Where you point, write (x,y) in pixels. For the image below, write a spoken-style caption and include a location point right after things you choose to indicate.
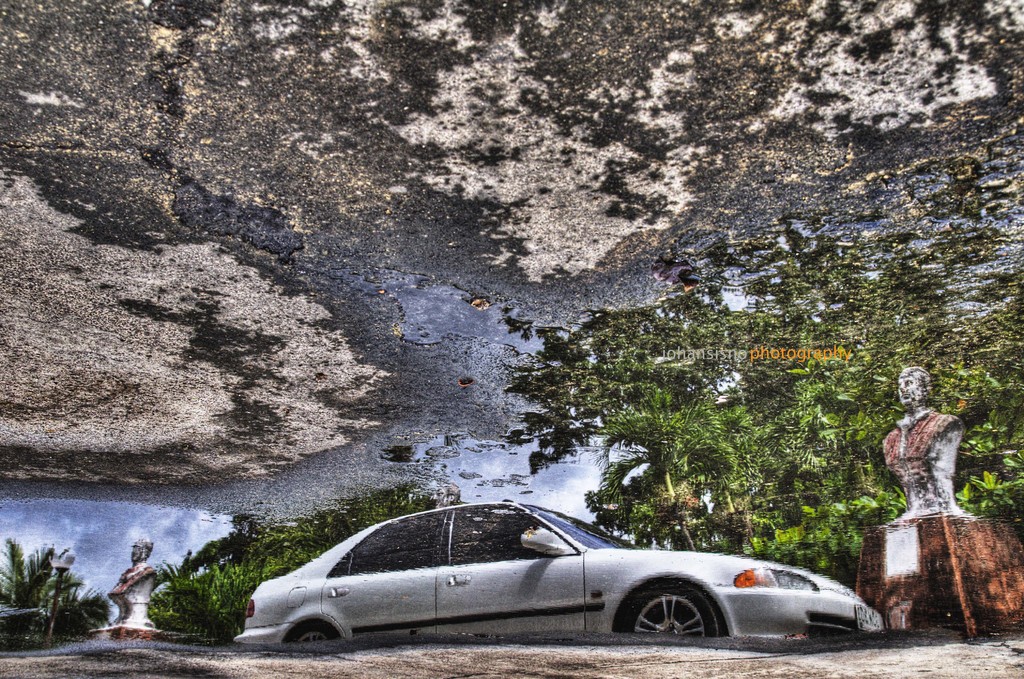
In this picture, we see a car (364,579). There are two statues (905,553). Behind that, there are trees (272,546). At the top of the picture (424,149), we see the land (441,251) which is wet. This might be an edited image.
